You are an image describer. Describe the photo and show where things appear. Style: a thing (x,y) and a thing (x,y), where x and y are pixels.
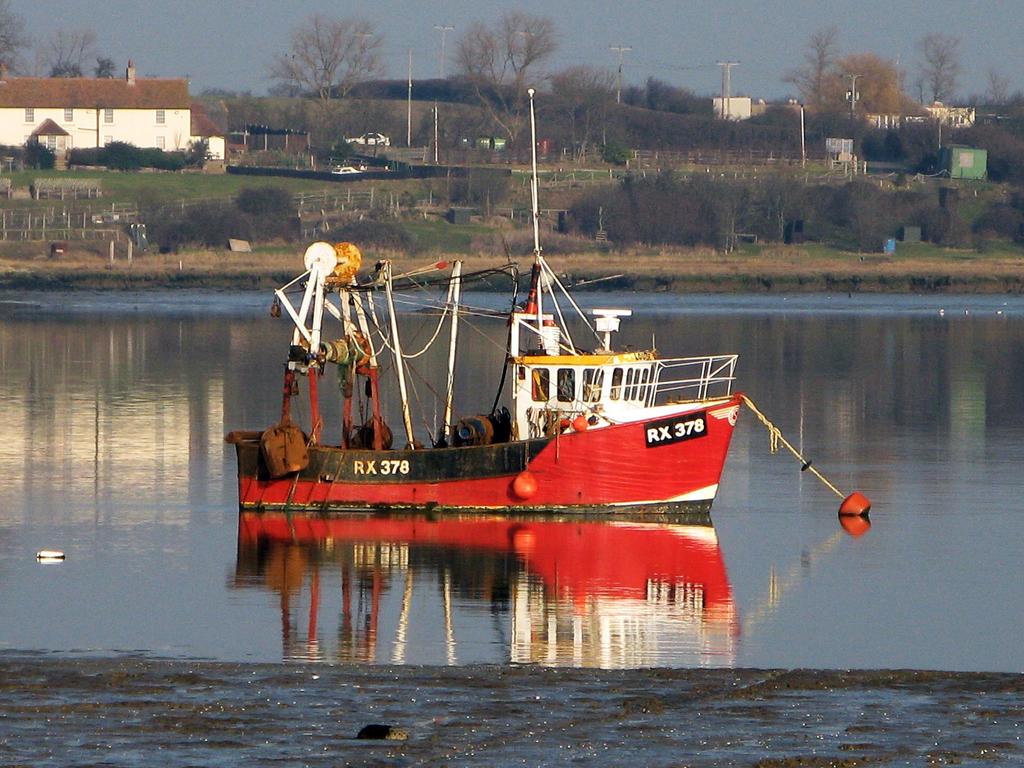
In this picture we can see a boat (310,360) on the water (815,337), grass (711,259), trees (647,229), poles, houses (128,121), vehicles (363,141), some objects (400,171) and in the background (929,20) we can see the sky (221,54).
